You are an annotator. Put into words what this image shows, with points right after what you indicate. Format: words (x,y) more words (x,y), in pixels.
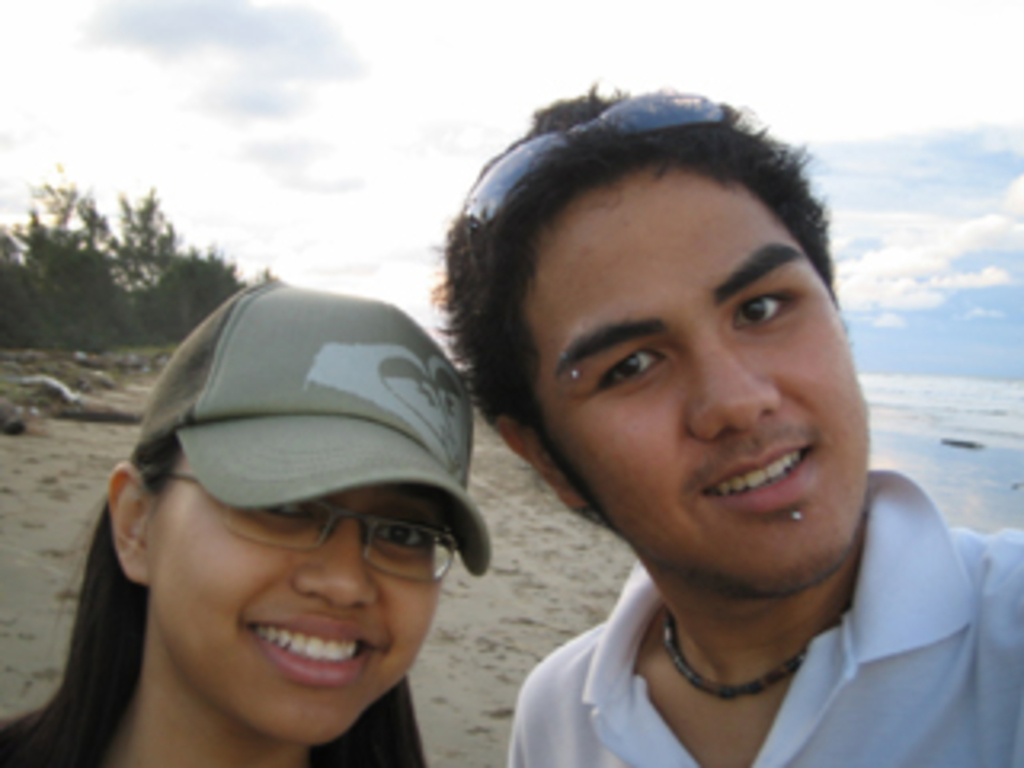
In this image there is a woman (226,637) wearing spectacles (293,513) and cap (274,436). Beside her there is a person (787,664) wearing white T-shirt (861,609) and spectacles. Behind them there is land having few trees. Right side (962,397) there is water (979,438). Top of the image (938,237) there is sky (884,216) with some clouds (897,291).
